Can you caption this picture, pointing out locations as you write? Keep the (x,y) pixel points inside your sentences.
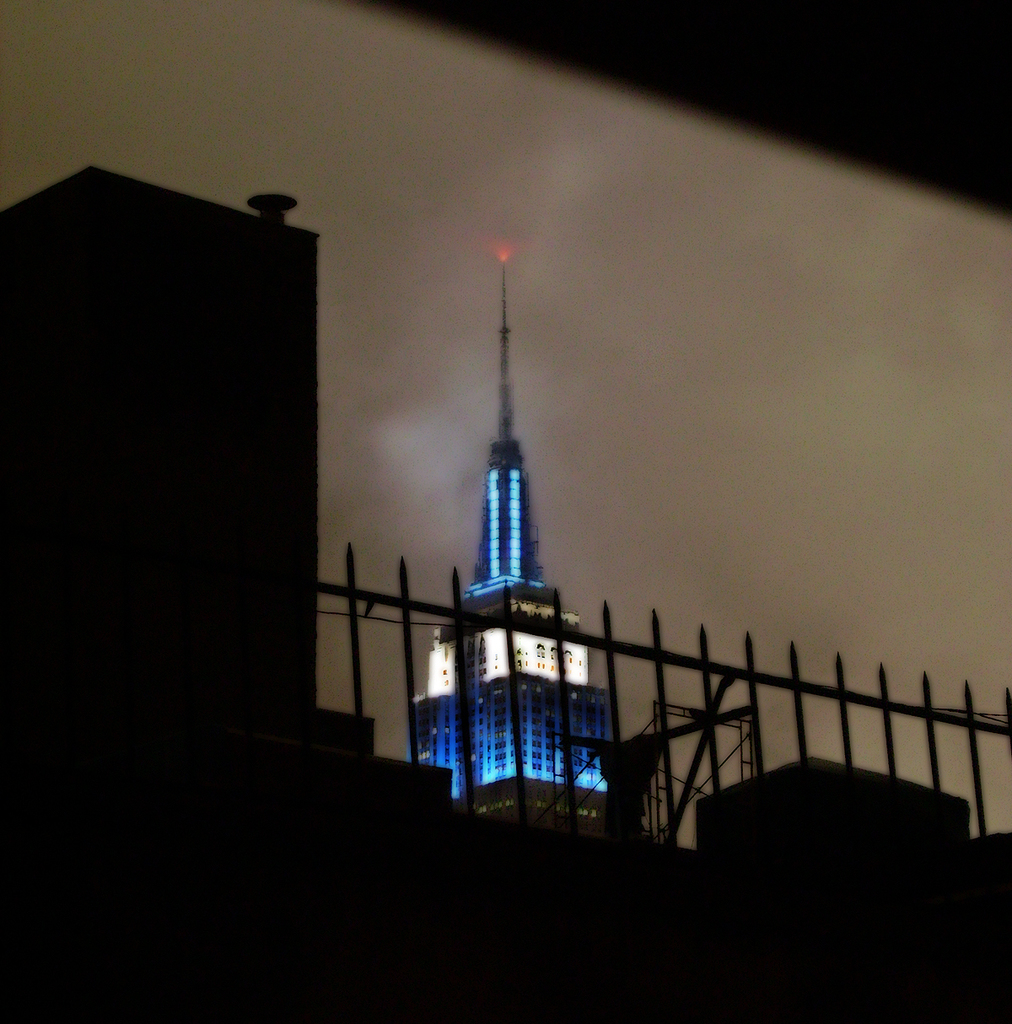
In this image we can see few buildings (830,858), a building (554,705) with lights (530,663), an iron fence (799,725) and the sky (603,525) in the background (472,350).
